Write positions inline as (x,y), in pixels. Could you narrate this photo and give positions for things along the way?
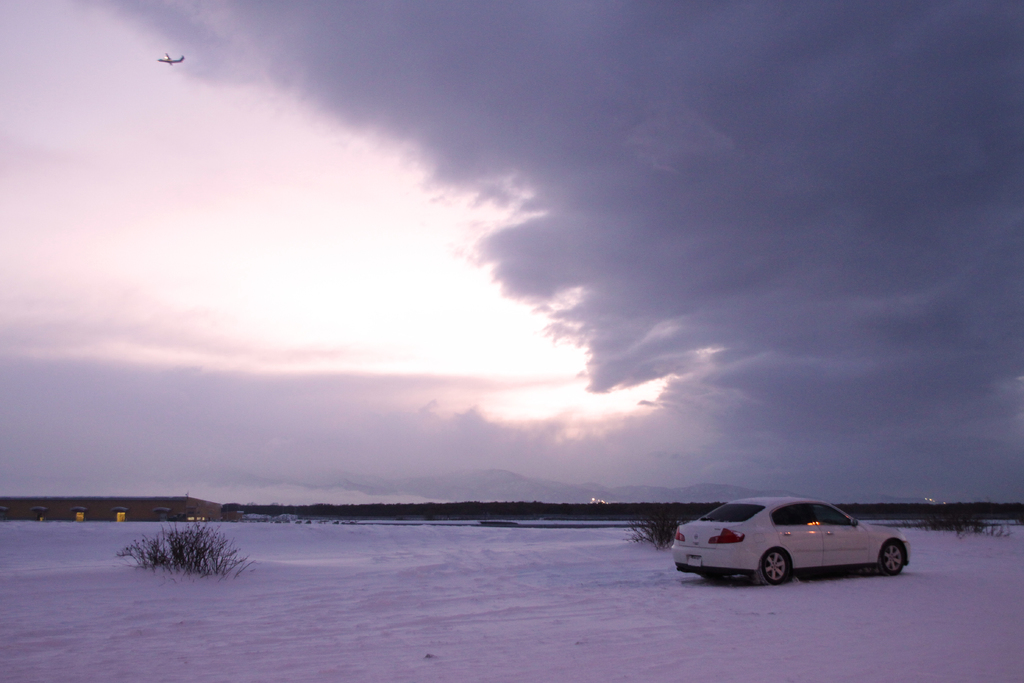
In this picture there is a car (809,520) on the right side of the image (809,520) and there is a house (176,500) on the left side of the image (19,503), there is snow (483,577) at the bottom side of the image (396,599).
